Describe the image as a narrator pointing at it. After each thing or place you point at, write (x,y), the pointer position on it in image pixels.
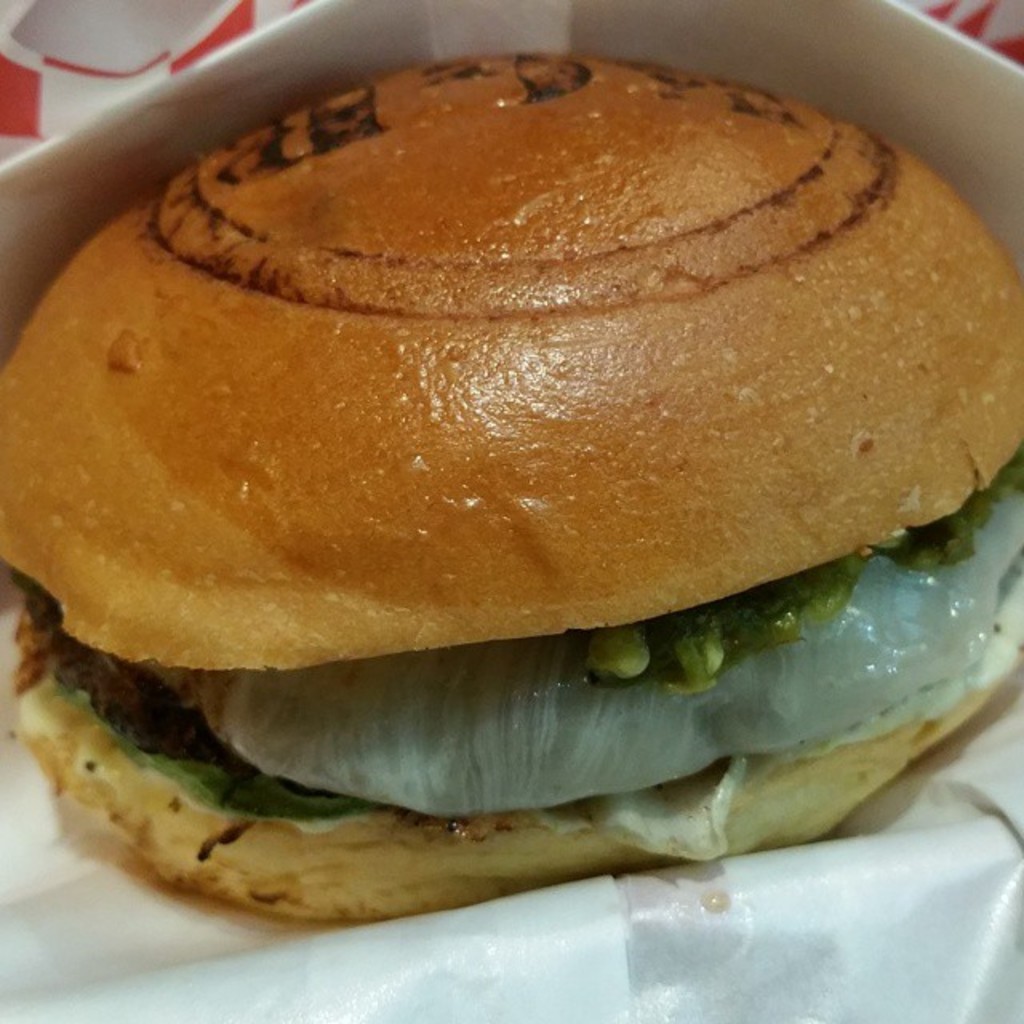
In this image I can see a brown colour burger (351,477).
